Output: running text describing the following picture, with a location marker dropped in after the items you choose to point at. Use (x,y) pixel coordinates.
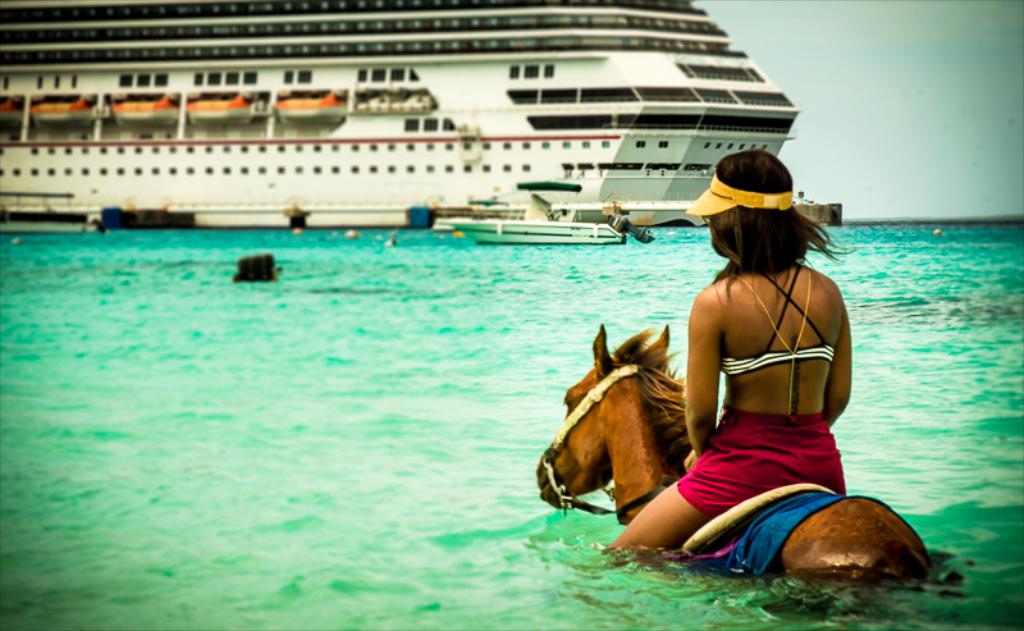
there is a person (728,473) sitting on a horse (647,440) in the water (444,487). at the back (361,118) there is a ship (588,101).
